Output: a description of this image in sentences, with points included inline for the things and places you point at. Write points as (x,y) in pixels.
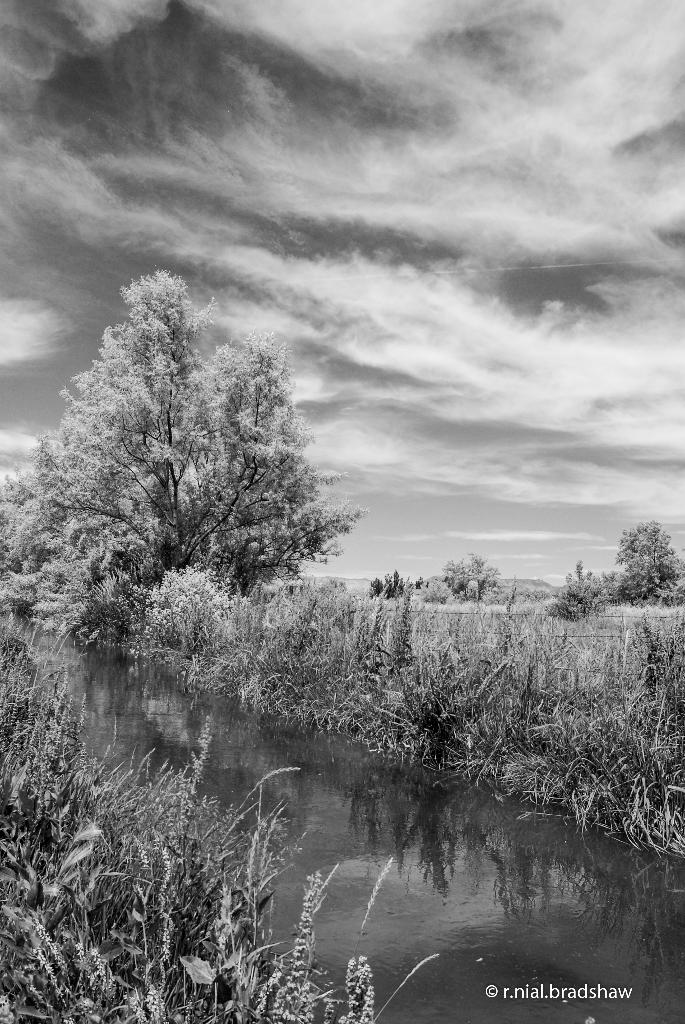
In this picture I can see many trees (57,604), plants (253,687), grass (246,695) and farmland (463,600). At the bottom (254,737) I can see the water (217,736). In the bottom right corner (491,997) there is a watermark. At the top (355,264) I can see the sky (357,325) and clouds (625,46).
